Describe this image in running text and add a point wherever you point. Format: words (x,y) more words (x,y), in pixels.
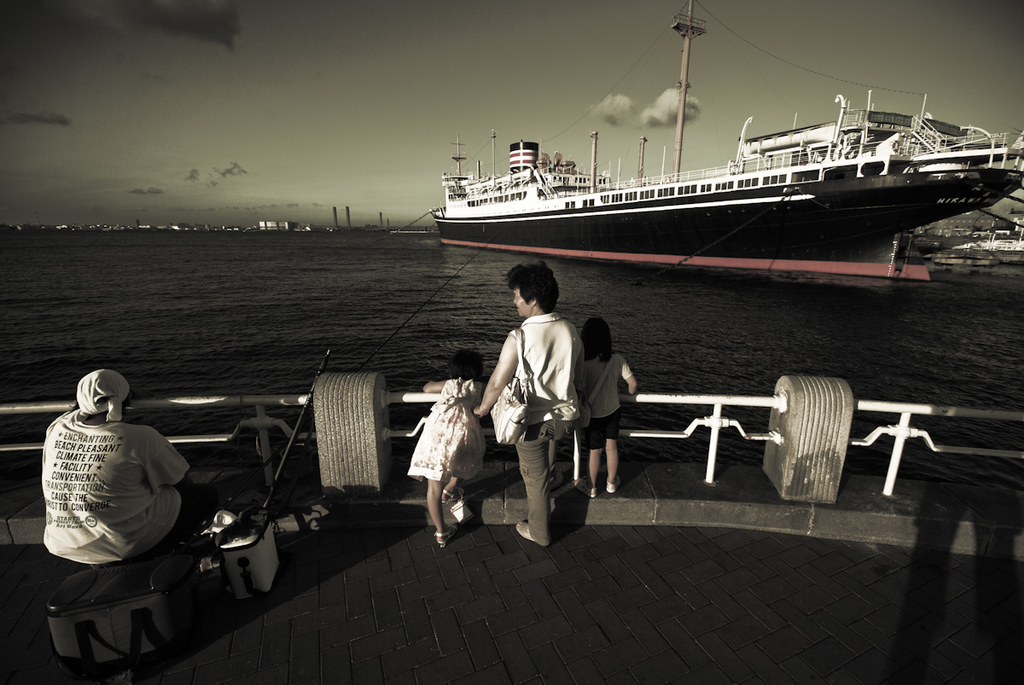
In the image we can see there are people (594,394) standing on the ground (641,610) and there is a person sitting on the ground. Behind there is an ocean (395,269) and there is a ship (475,200) standing on the ocean (883,285). There is a cloudy sky (133,148) and the image is in black and white colour.
